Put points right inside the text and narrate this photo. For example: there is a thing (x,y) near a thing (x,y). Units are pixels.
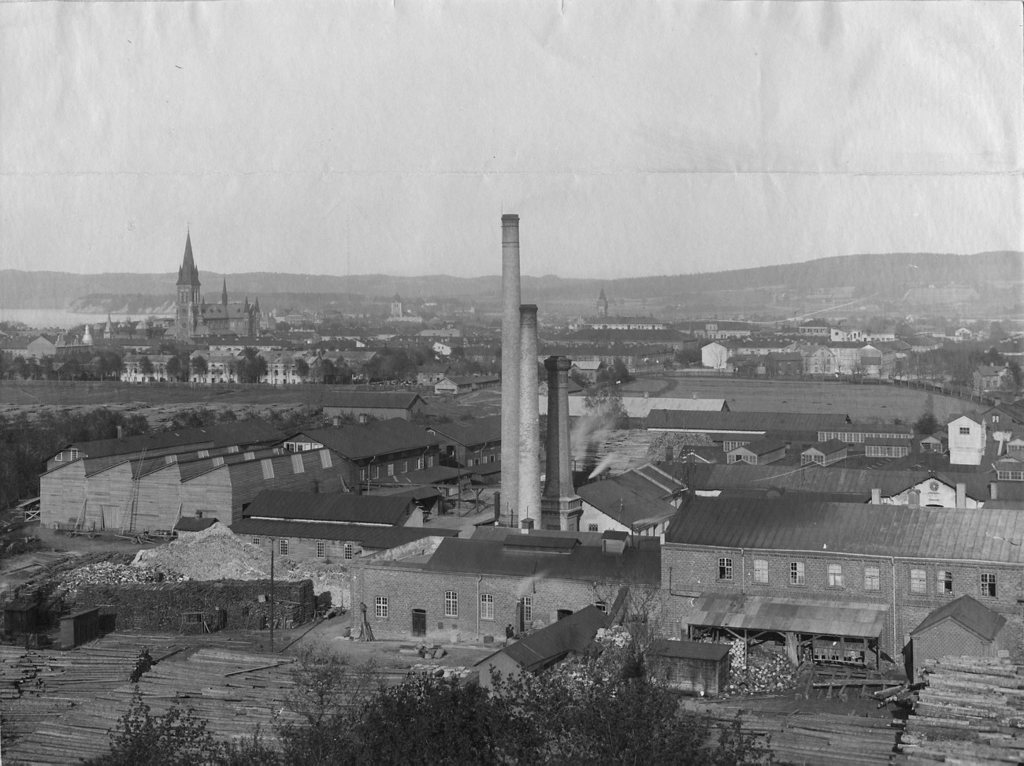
This is a black and white picture in which we can see a group of buildings (287,459) with windows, towers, plants (651,717), trees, some wooden poles (838,747), the hills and the sky (594,141).
